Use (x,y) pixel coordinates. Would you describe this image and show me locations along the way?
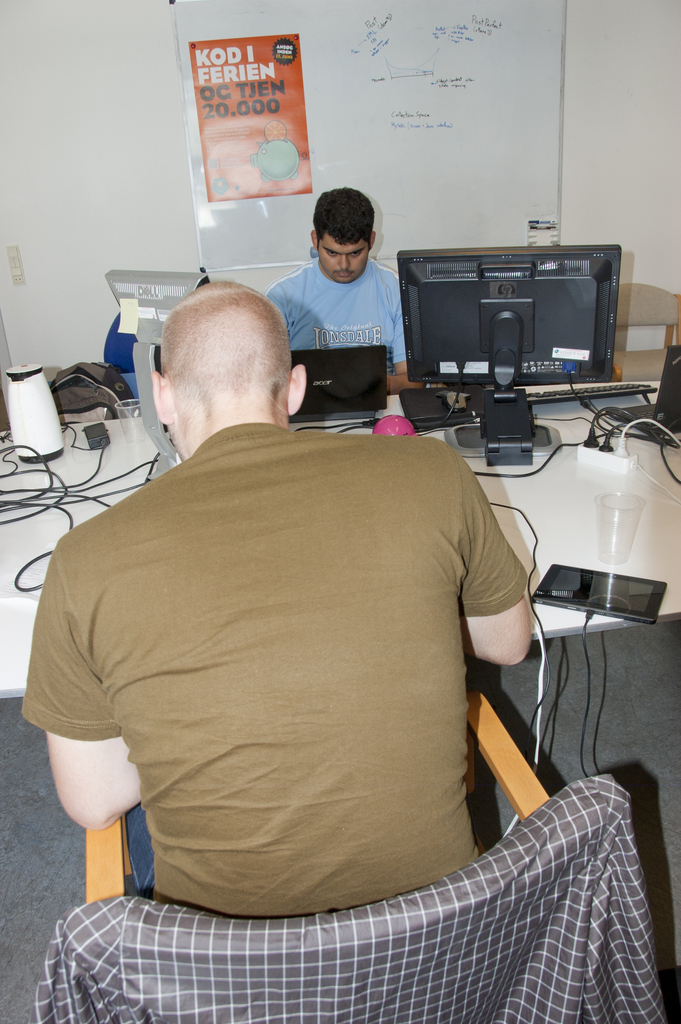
In this image I can see two people (407,609) are sitting on the chairs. In front (519,433) I can see the system (508,356), laptop (336,355), wires (537,543) and few objects (17,408) on the table (643,398). Back I can see a white color board (186,136) is attached to the white wall (126,162).
